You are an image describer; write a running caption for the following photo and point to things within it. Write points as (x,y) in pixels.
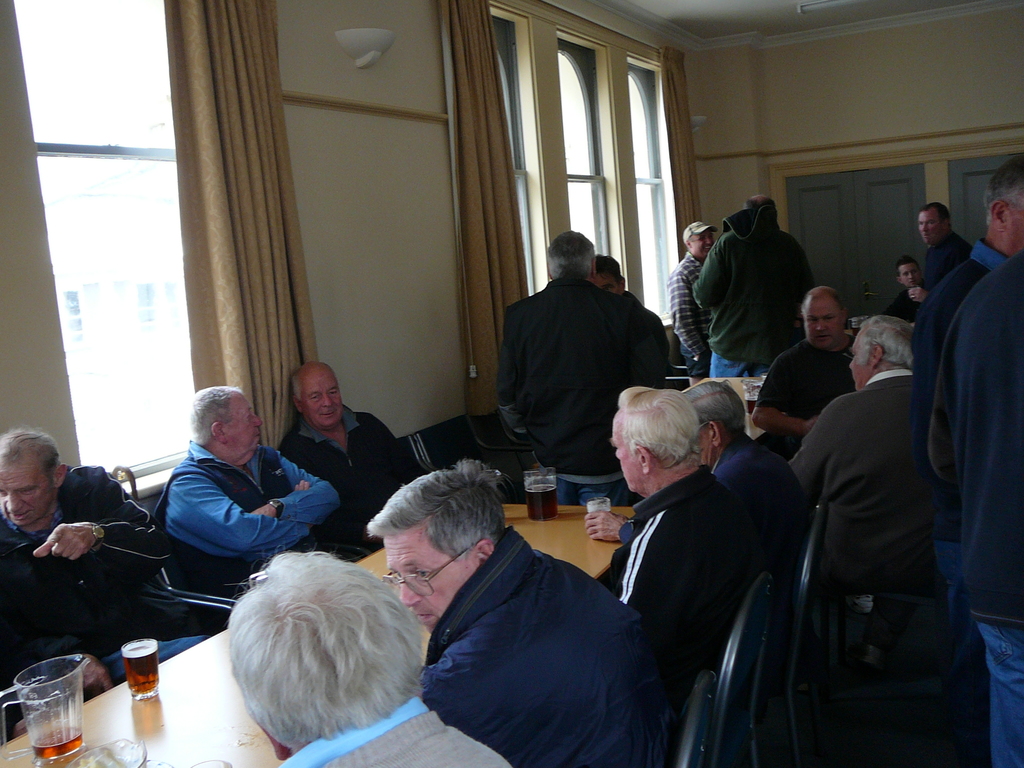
In the middle of the image (544,326) few people (958,616) are standing, sitting and there is a table (56,712), on the table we can see some glasses (40,728). At the top of the image (781,57) we can see a wall (754,170), on the wall (344,83) we can see some windows (653,201) and curtains (482,382).
